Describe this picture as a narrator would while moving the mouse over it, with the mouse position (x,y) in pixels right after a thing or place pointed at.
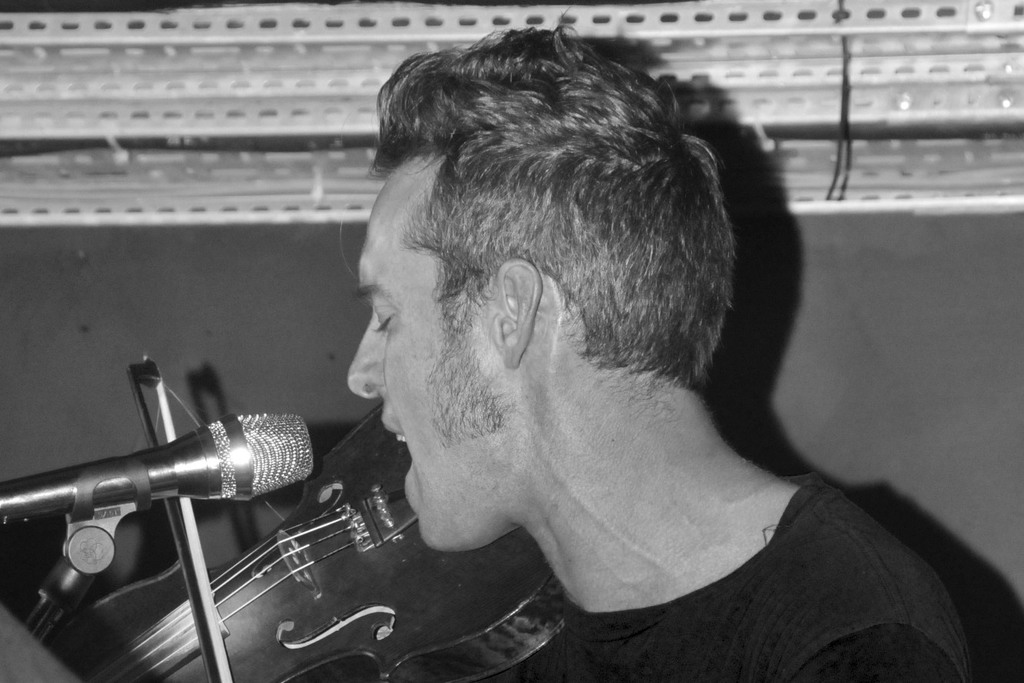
In this image I can see a person (516,478) with violin (274,582) and he is in front of the mic (214,476).
